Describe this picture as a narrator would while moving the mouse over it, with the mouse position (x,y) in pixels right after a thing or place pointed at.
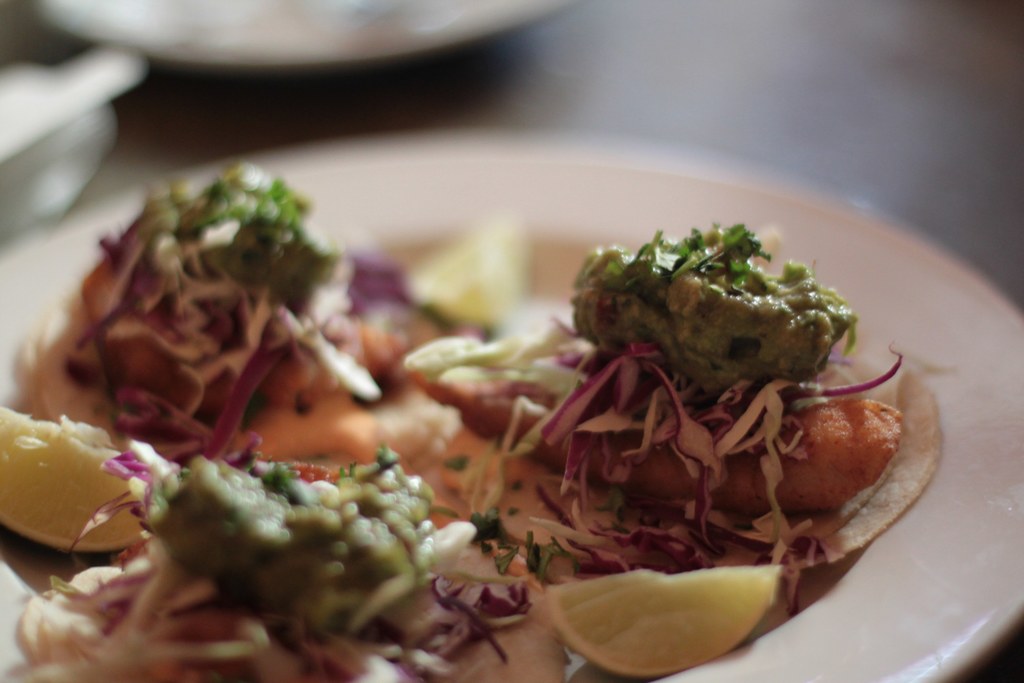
In this image there is a table (741,59) and we can see plates (251,22) and some food (685,412) placed on the table (886,151).
